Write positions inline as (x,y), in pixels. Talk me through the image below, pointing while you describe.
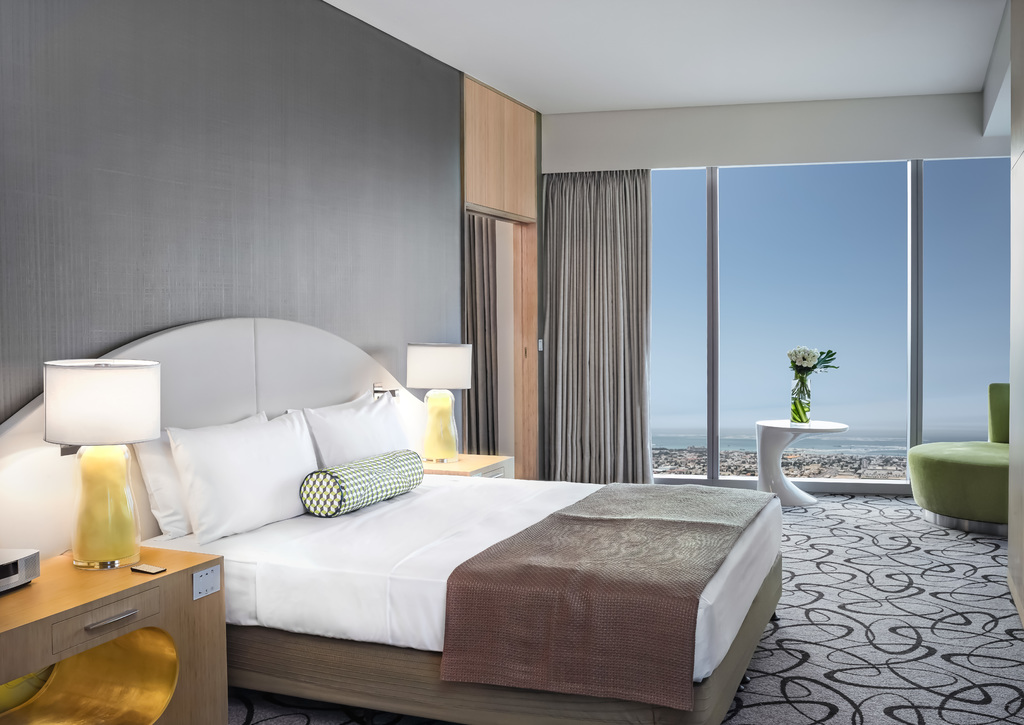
This image is clicked inside the room (536,394). In the center (352,473) there is a bed (375,532), pillows (328,465), blanket (632,575). At the right side (957,468) there is a green colour sofa (981,452). In the center (578,297) there is a curtain (634,302) and a window (815,311). At the left side (79,552) lamp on the table (87,603) with the remote (156,572). On the floor (890,643) there is a floor mat (881,621) which is grey in colour with black colour lines (875,581).
